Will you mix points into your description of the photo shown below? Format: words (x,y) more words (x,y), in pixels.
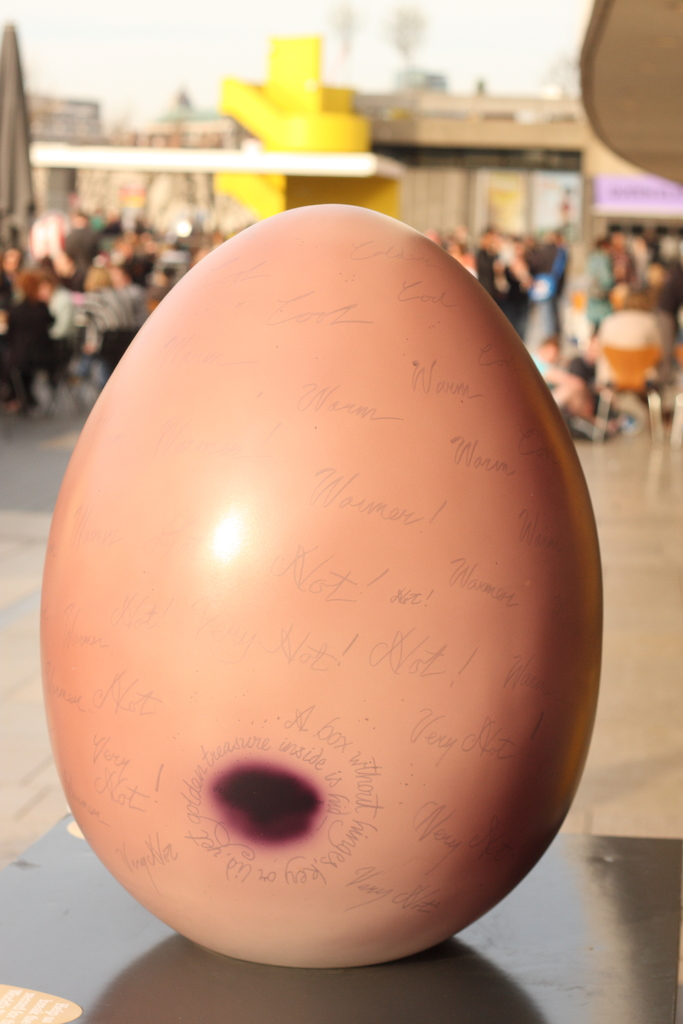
In the picture I can see an egg (356,628) which has something written on it and there are few people (556,265), chairs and buildings (354,170) in the background (267,178).
